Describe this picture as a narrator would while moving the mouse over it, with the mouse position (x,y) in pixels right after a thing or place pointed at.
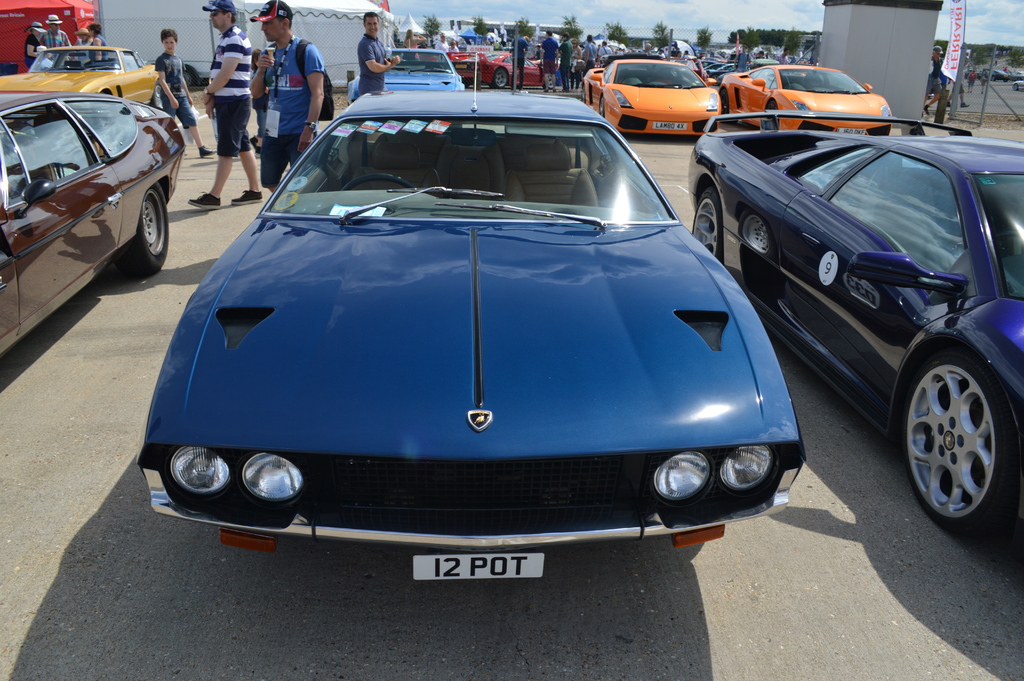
In this image we can see vehicles (462,400) on the road (523,654). In the background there are few persons (196,200) standing and walking on the road (890,672), tents (241,4), poles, banners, trees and clouds (609,18) in the sky (626,5).
